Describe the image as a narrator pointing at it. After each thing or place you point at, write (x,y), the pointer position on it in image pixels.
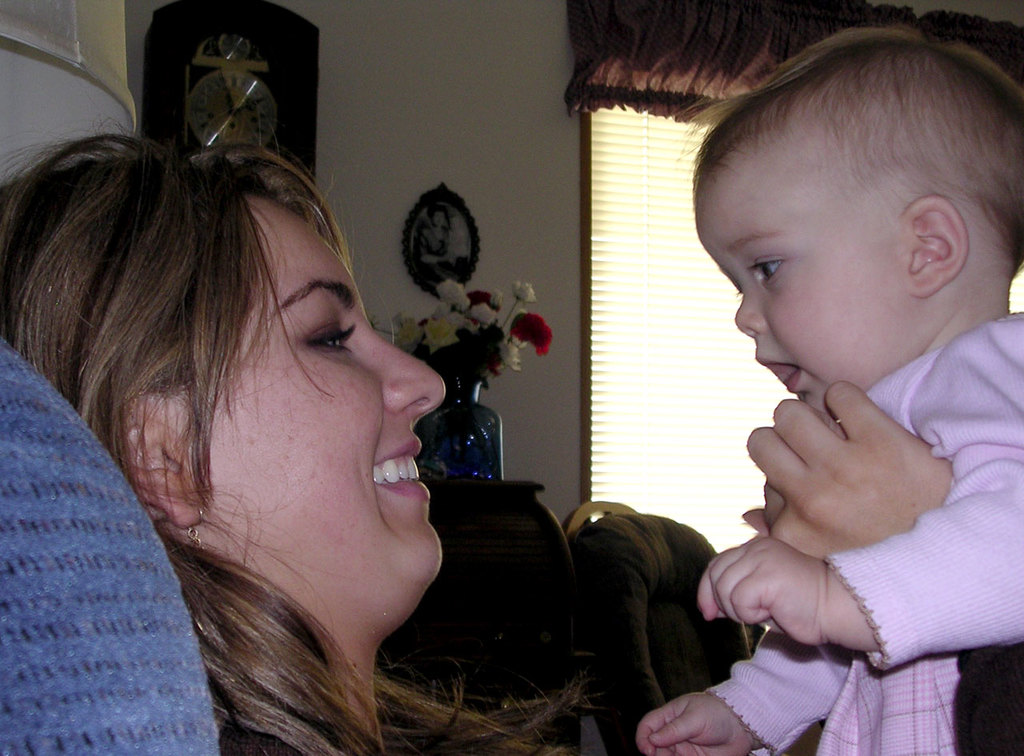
In the image in the center (428,373), we can see one woman (288,491) sitting and holding one baby (865,329). And she is smiling, which we can see on her face (258,537). In the background (434,85) there is a wall (531,181), window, curtain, flower vase (462,413), photo frame (436,207), chair (681,580) and flowers (464,358).
